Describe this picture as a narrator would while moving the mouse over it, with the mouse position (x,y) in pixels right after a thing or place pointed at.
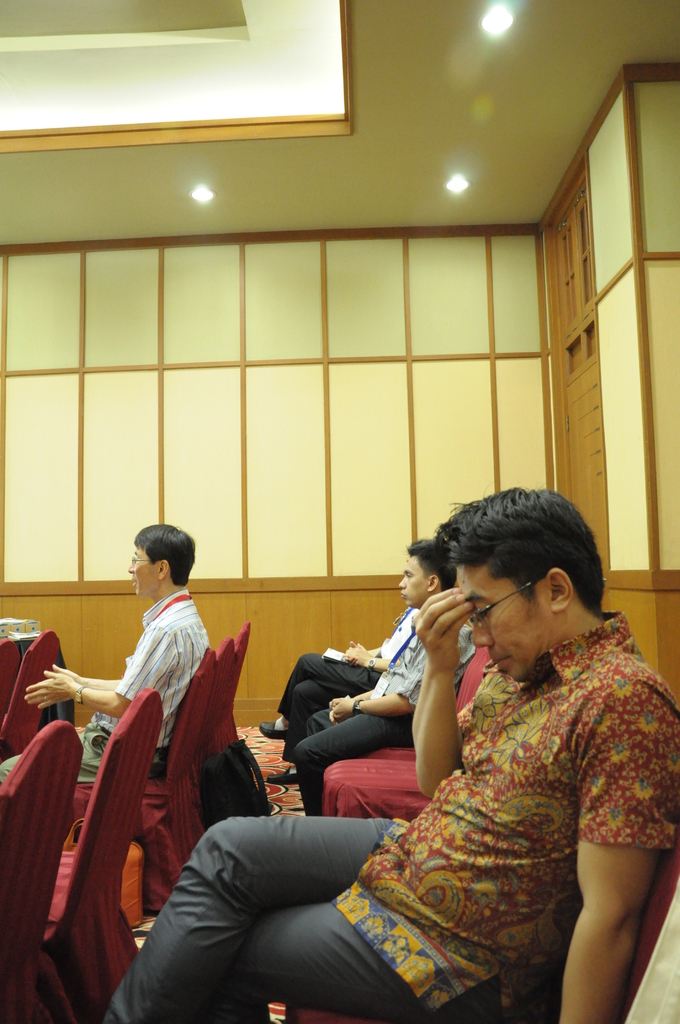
In this image we can see the people (303,690) sitting on the chairs (237,666). Beside them we can see the wood wall (315,538) with glasses (420,312) and at the top (399,79) we can see the ceiling (365,105) with lights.
